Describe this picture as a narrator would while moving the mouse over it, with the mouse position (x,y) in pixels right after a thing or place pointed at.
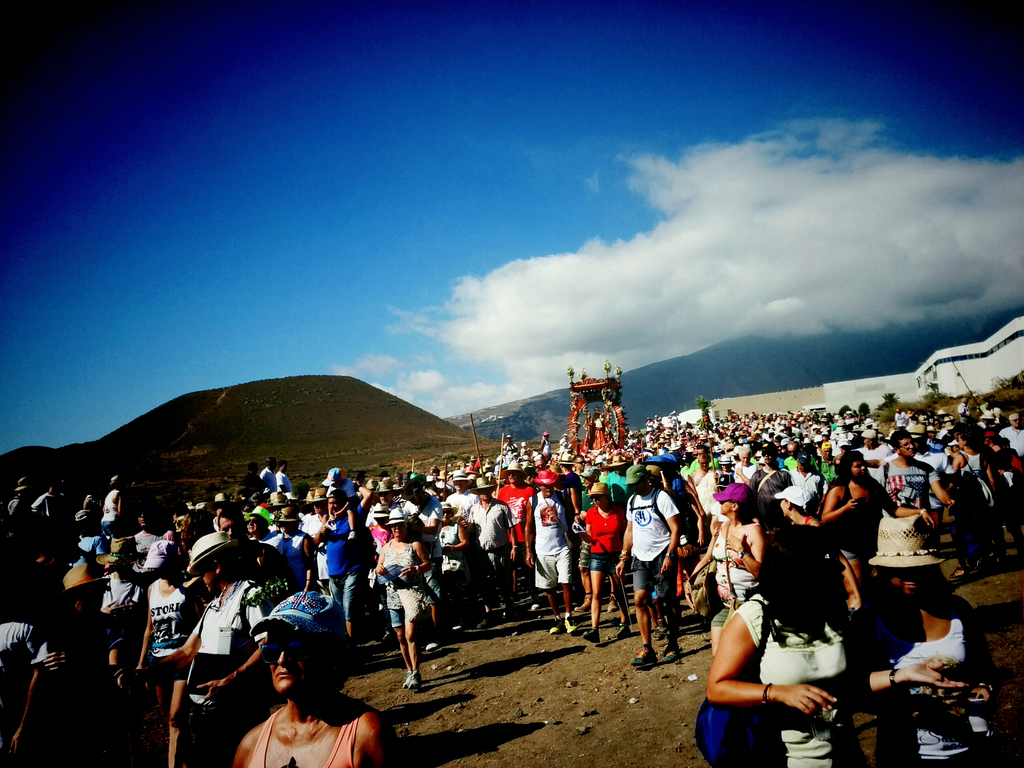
In this image I can see group of people (750,538) some are standing and someone walking, background (504,378) I can see the red color object (582,429) and I can see the grass (322,409) in green color and the sky (505,258) is in blue and white color.
